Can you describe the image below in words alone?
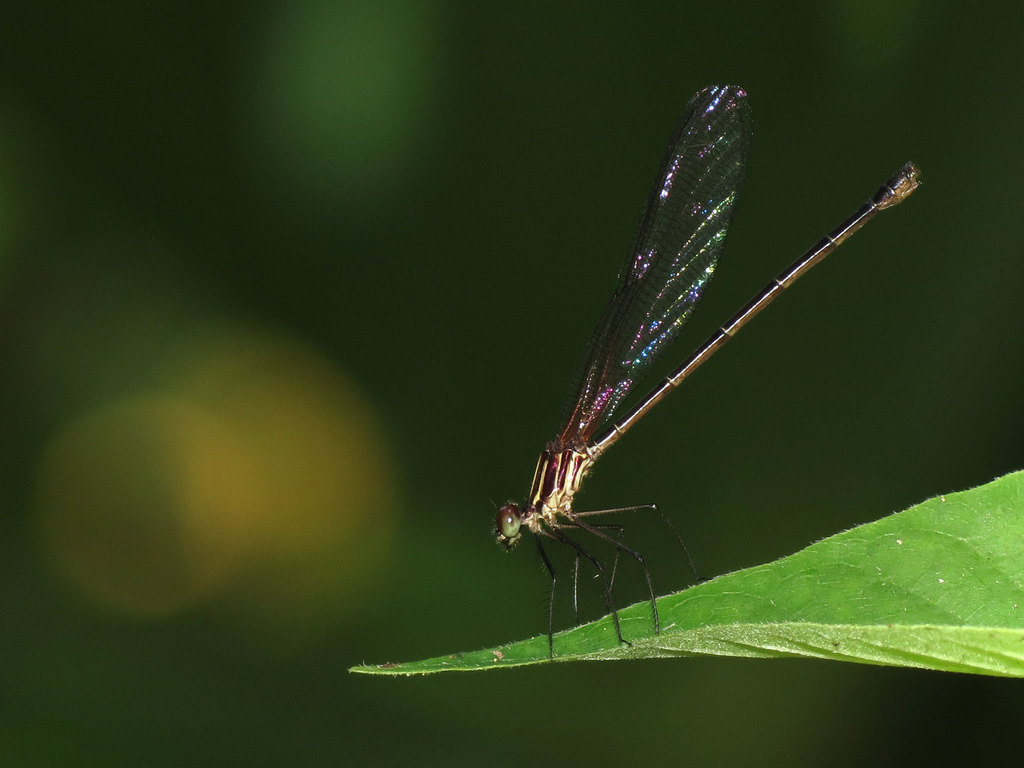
In this image there is a damselfly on the leaf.
